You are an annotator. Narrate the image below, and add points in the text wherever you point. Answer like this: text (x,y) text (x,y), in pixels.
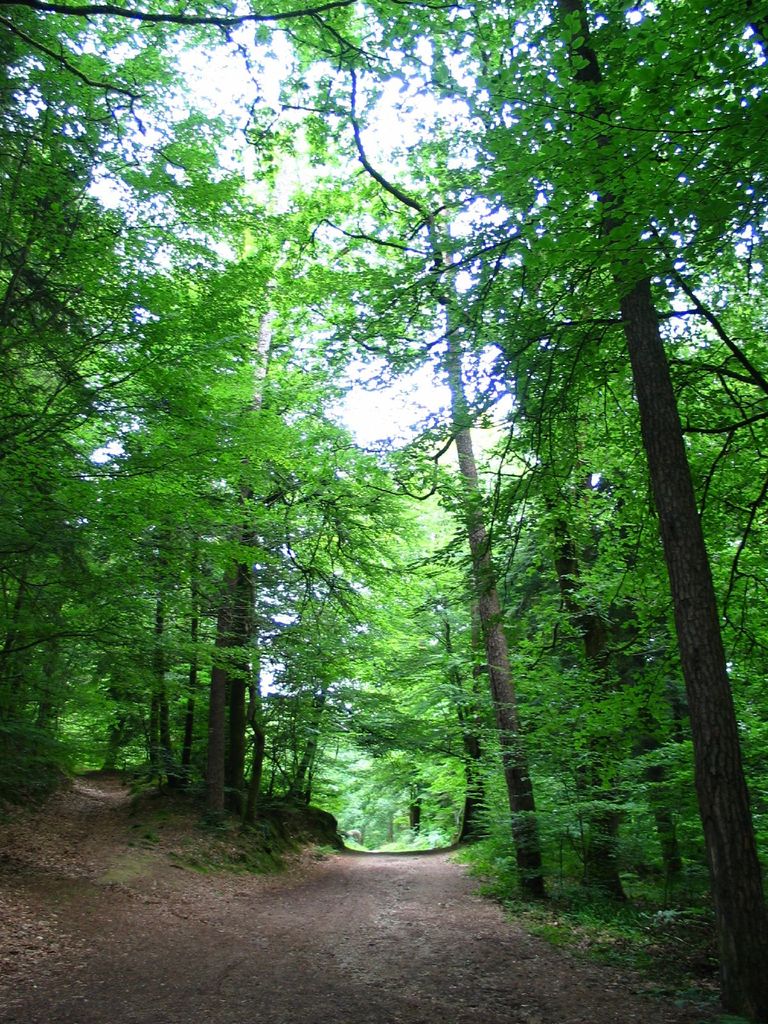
In this image there are lot of trees (578,371) as we can see in this image and there is a sky (377,128) in the background (403,417).
